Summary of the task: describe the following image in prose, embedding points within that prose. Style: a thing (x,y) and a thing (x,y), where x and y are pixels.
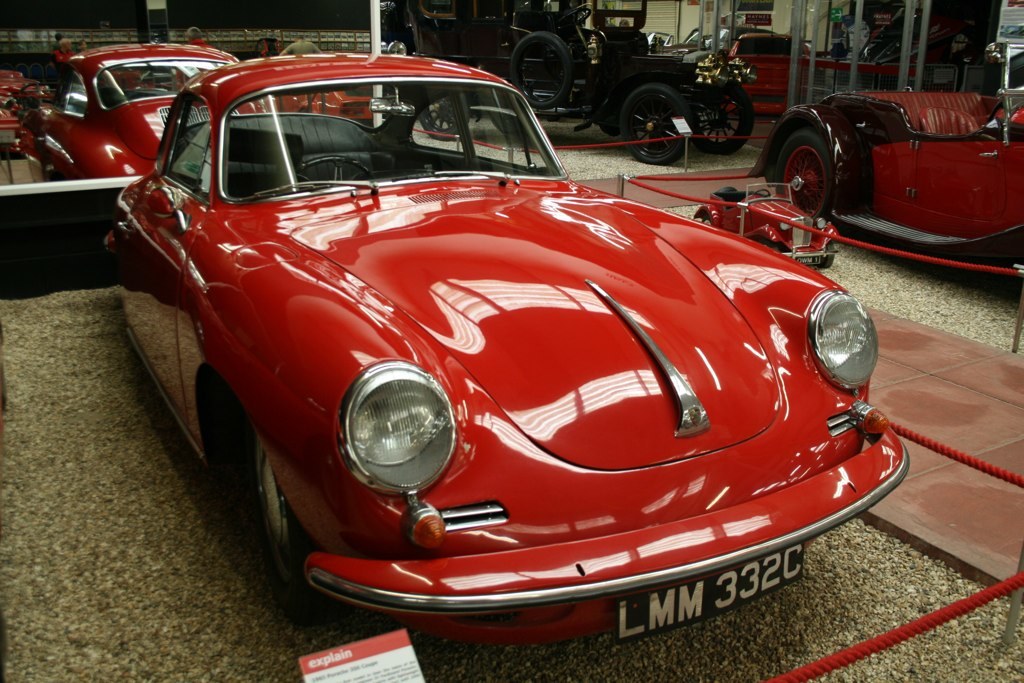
In this picture we can see vehicles (231,361). Vehicles (287,401) are surrounded with the rope fence (970,600). We can see small note boards (388,644).
